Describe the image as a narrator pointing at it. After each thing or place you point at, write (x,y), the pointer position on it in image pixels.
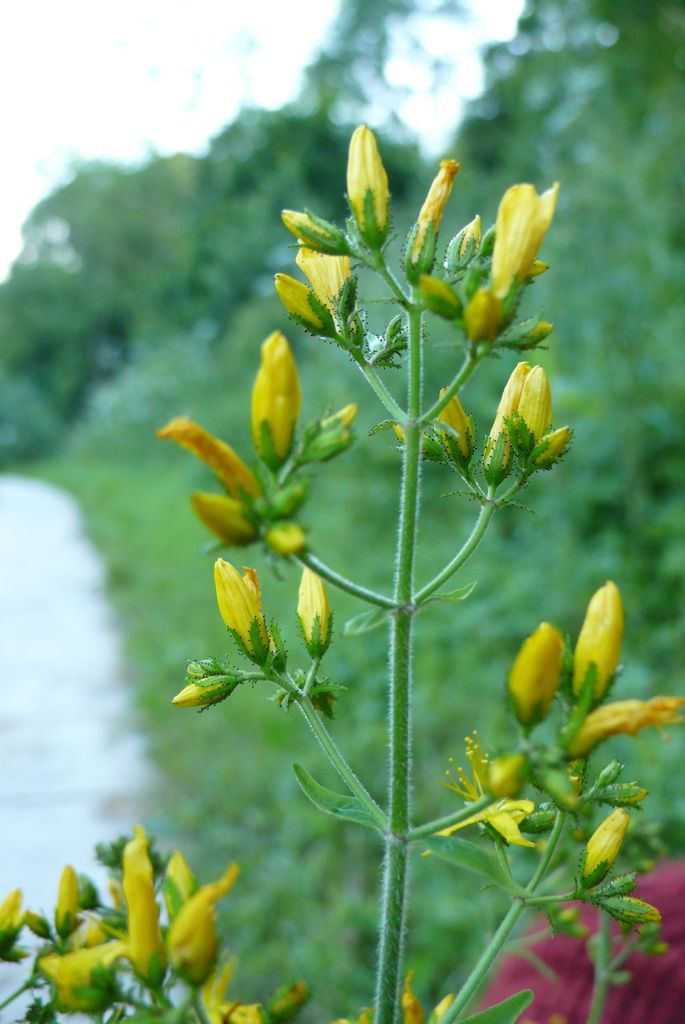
In the picture there are buds (606,591) and leaves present to the stem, behind there may be trees (657,157) and the clear sky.
